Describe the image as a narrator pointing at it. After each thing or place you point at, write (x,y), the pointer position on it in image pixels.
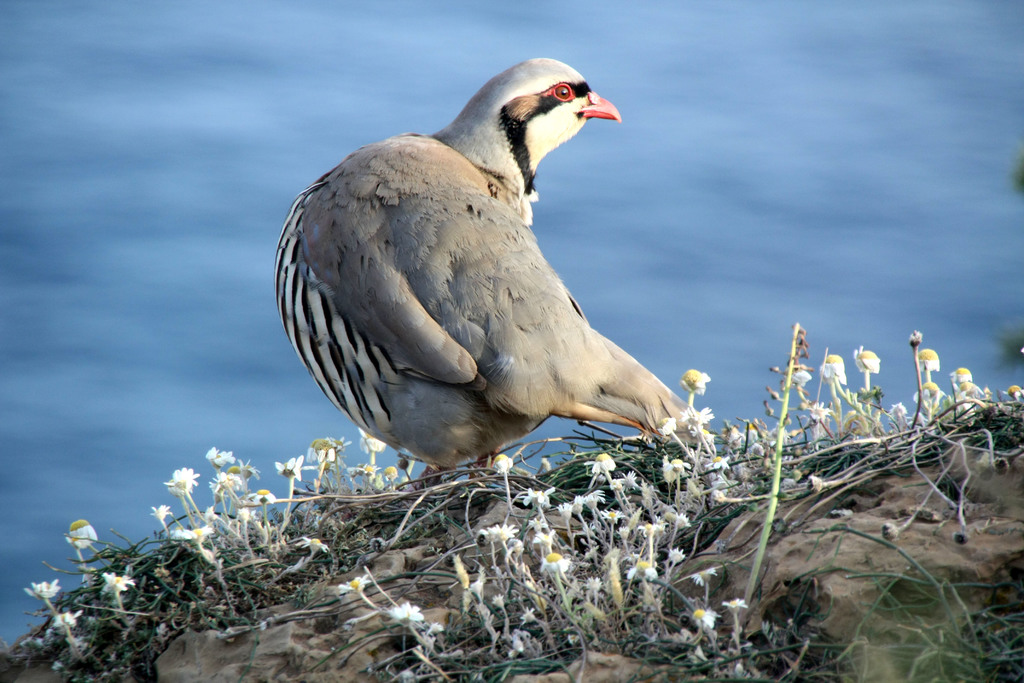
In this picture there is a bird (353,192) in the center of the image (466,239) and there are small flowers (680,465) at the bottom side of the image (694,539) and there is water (310,39) in the background area of the image (161,441).
